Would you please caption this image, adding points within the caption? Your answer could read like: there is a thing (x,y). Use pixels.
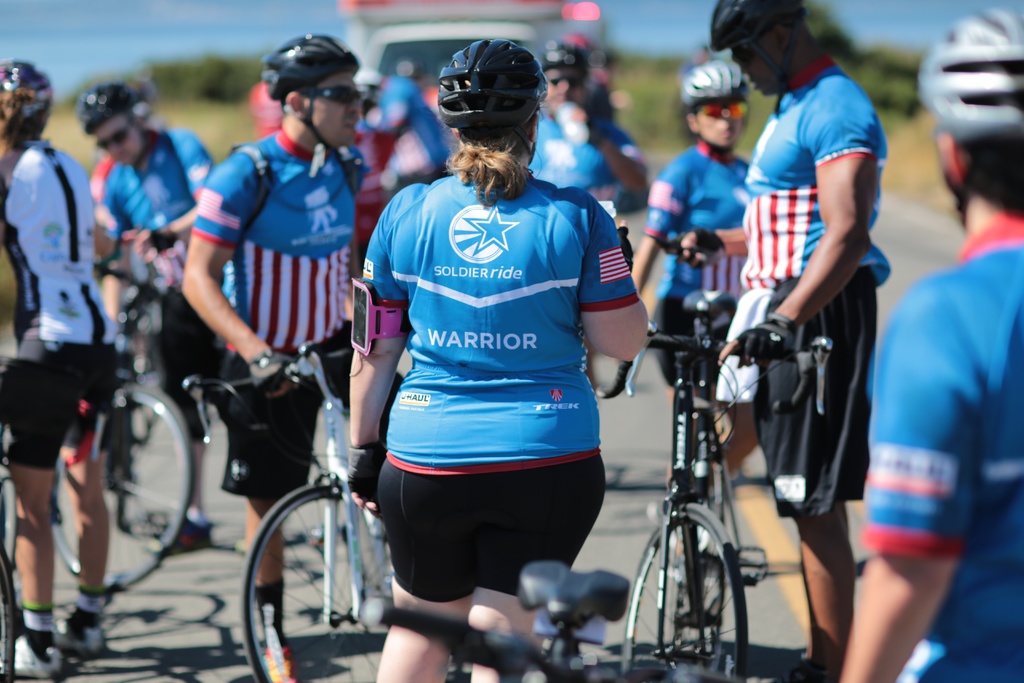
This picture shows many people (274,307) standing with bicycles (285,508). All of them are wearing helmets (531,86). Most of them were in blue color t-shirts (532,220). In the background (861,71), there are some trees (682,63) and sky (196,53) here.
